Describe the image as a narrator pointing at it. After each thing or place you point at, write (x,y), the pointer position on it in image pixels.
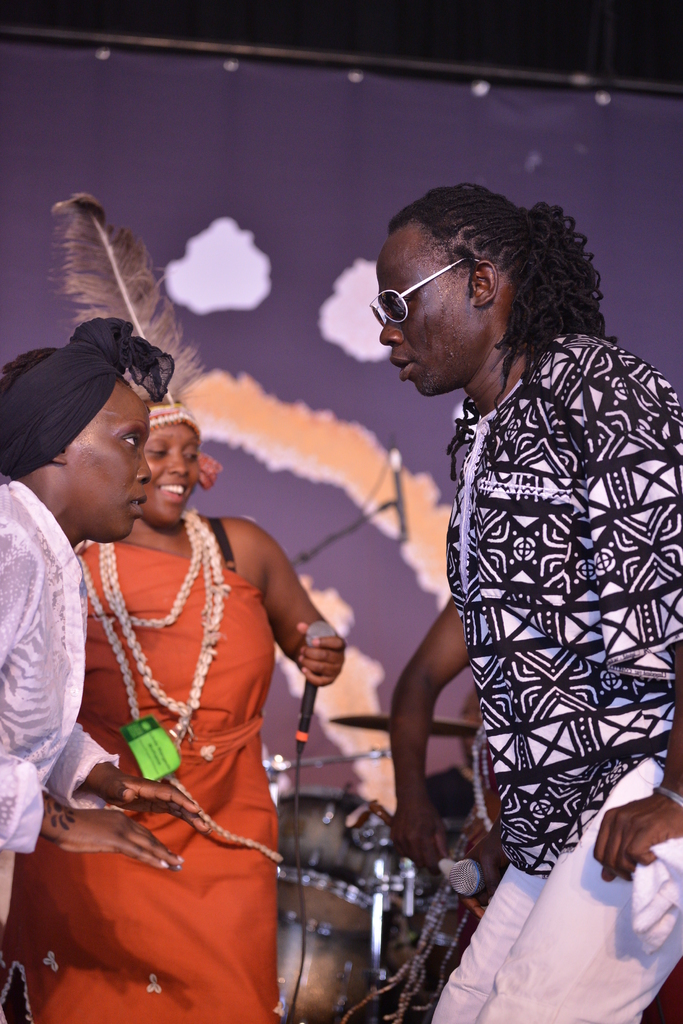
In this image there is a man (516,526) and in front of the man (534,453) there are two women (130,544) standing one of the woman (202,604) is holding a mic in her hand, behind her there are some musical instruments (330,881).
